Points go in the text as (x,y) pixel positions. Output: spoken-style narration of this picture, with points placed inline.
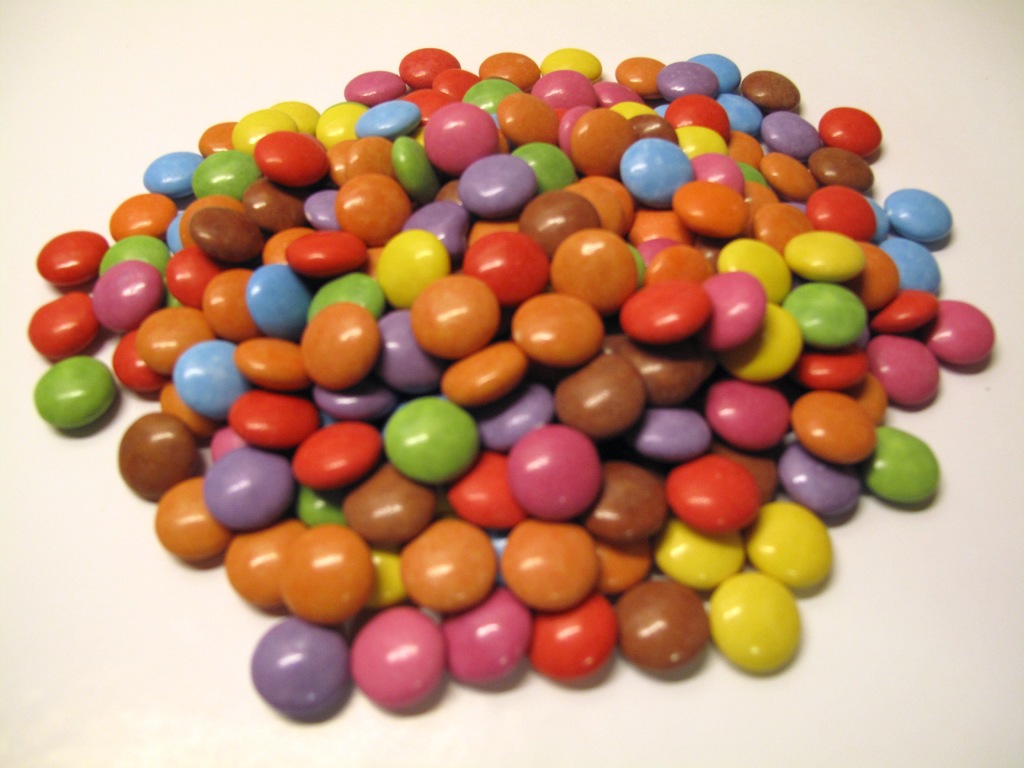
In the picture I can see colorful objects (447,392) on a surface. The background of the image is white in color.
